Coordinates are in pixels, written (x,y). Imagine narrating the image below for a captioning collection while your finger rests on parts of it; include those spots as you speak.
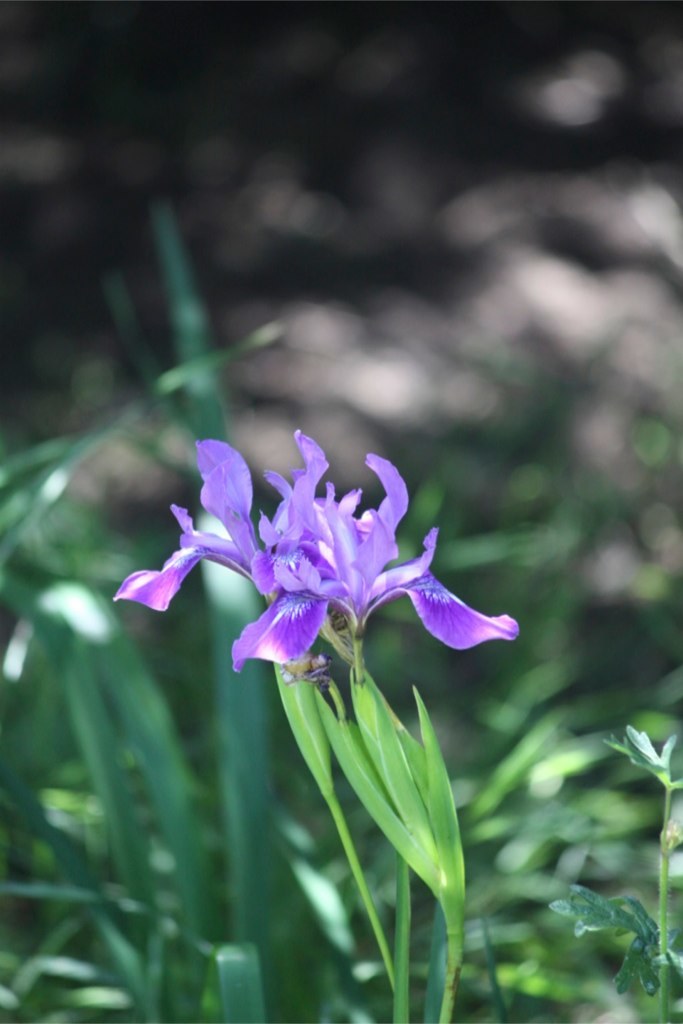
In the image there are two purple color flowers (319,563) on a plant (356,865). In the background (197,816) there are plants (524,854). The background (433,235) is blurry.
